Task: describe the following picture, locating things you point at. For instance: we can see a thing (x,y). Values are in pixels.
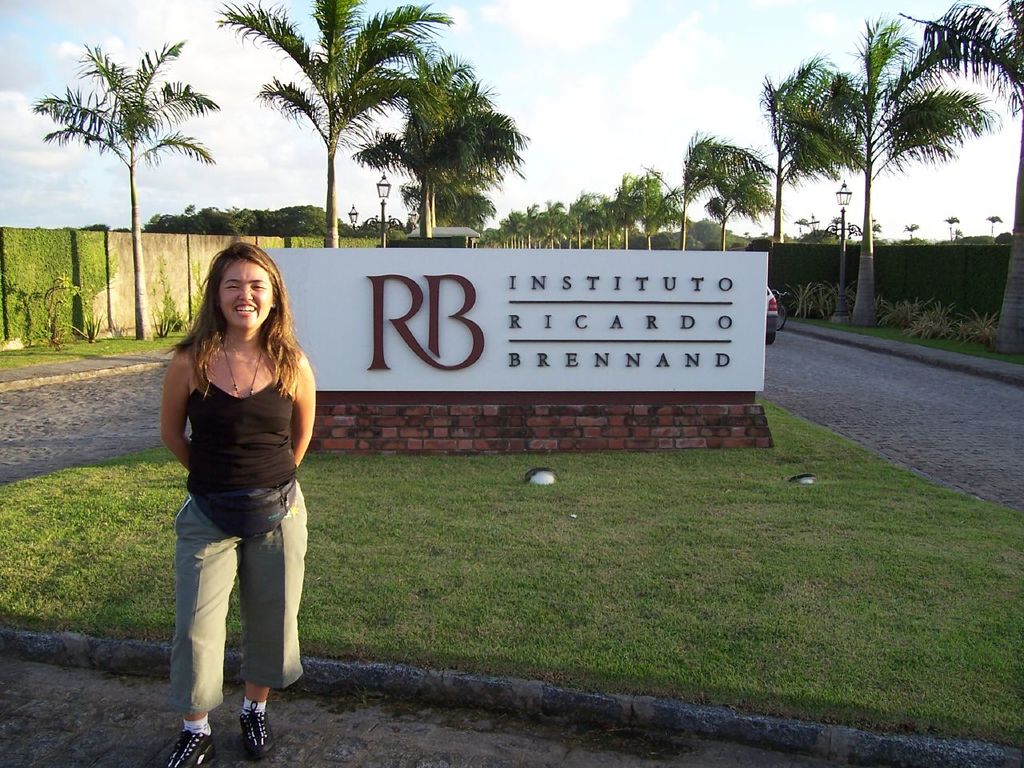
In this picture I can see a woman (258,381) standing and smiling, there is a name board (451,293), there is a vehicle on the road (837,397), there are plants (945,320), poles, lights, there are trees (1001,342), and in the background (586,78) there is sky (624,47).
